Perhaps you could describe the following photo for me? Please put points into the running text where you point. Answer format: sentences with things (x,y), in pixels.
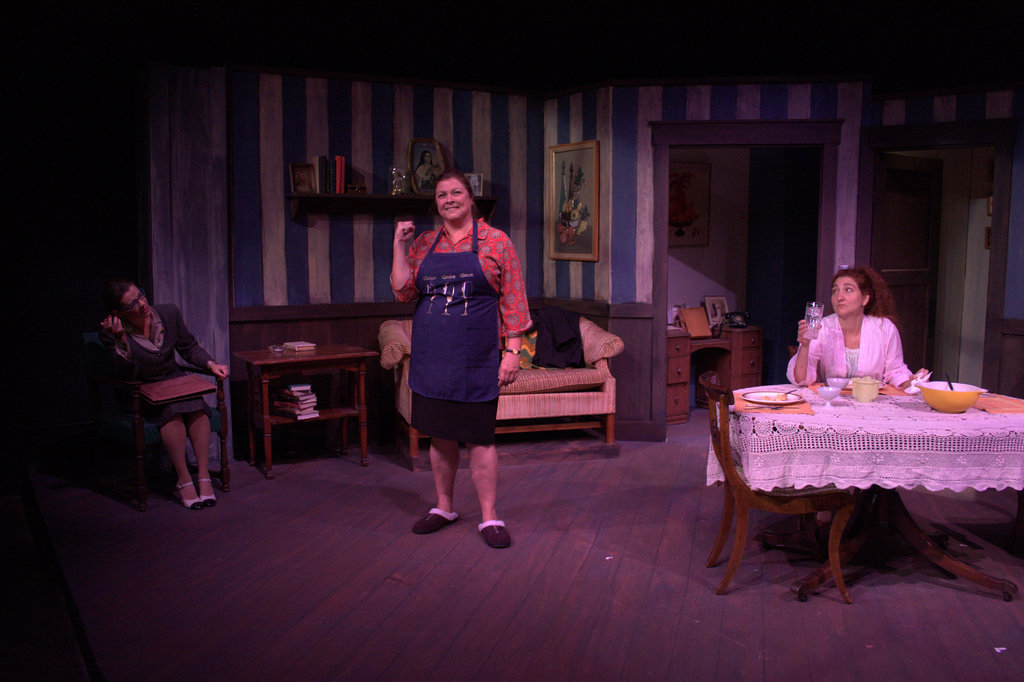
In this image there is a woman (436,313) standing and in back ground (884,365) there is another woman (835,353), chair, table (355,350), frame (690,236) attached to wall (548,139), couch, books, another person (119,305) sitting in chair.
